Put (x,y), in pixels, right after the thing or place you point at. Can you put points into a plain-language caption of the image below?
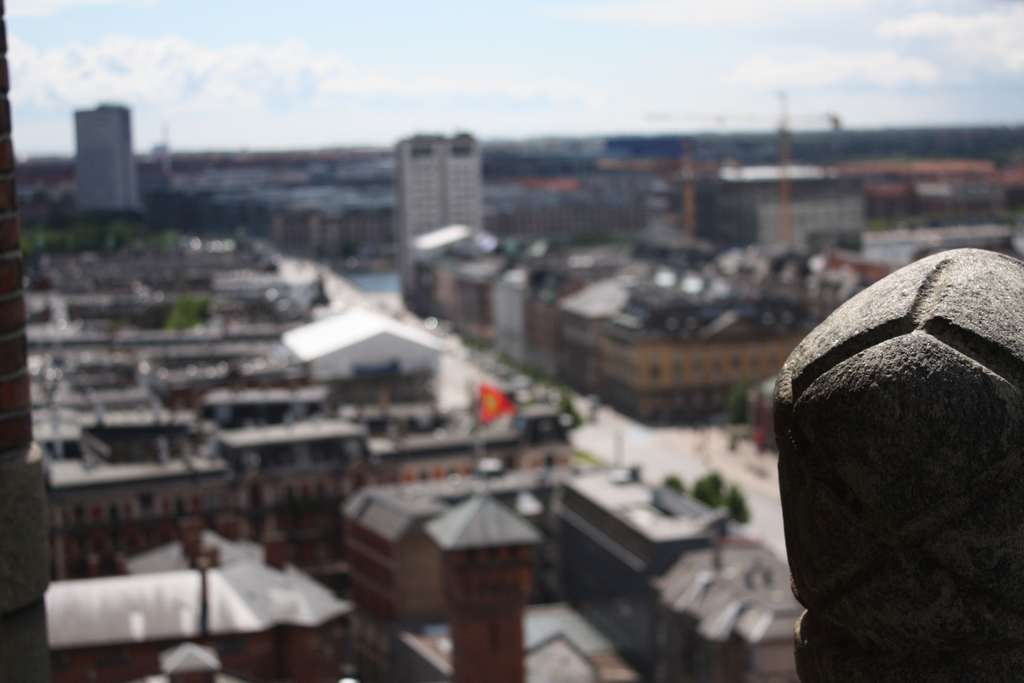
In the image we can see some buildings (681,566) and trees (758,157) and clouds (59,74) and sky (44,102).
